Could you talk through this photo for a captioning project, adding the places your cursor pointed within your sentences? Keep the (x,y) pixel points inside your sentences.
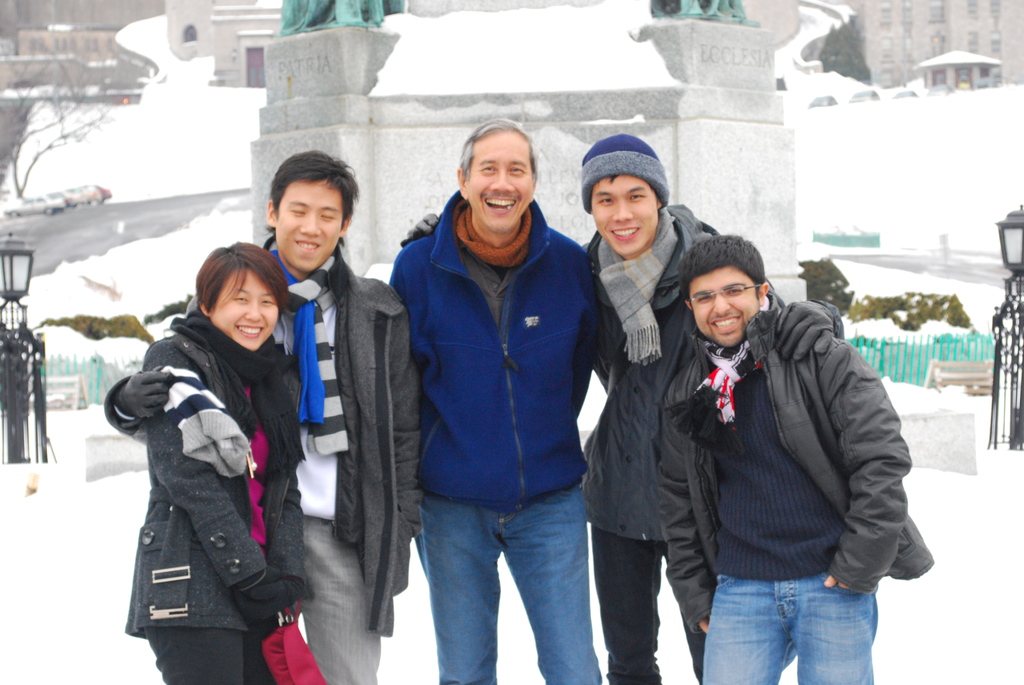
In this image, we can see people (456,268) standing and smiling and in the background (248,79), there are buildings (889,42), trees (846,32), lights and there is a fence (974,360). At the bottom (950,592), there is snow (950,541).
